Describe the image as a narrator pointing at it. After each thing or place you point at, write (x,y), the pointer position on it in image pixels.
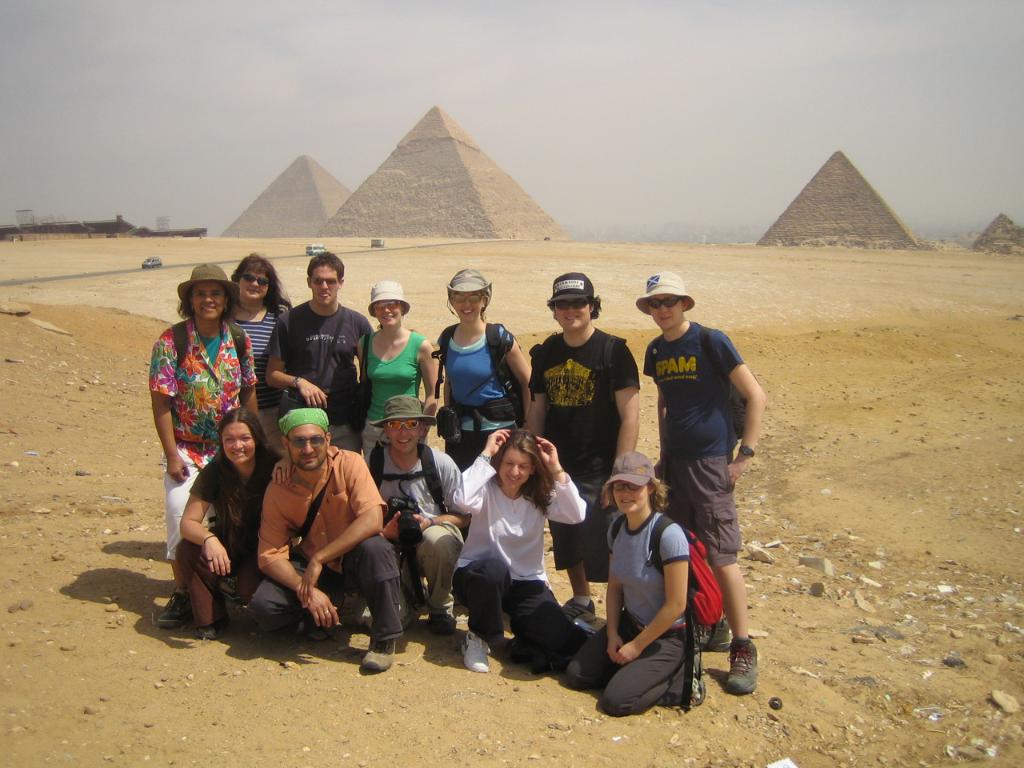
In the center of the image (419,431) we can see a few people (595,382) are in different costumes (345,500) and they are smiling. Among them, we can see a few people (413,449) are wearing caps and a few people (454,385) are wearing glasses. In the background (713,66), we can see the sky (671,63), clouds (828,71), pyramids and a few other objects (74,222).
